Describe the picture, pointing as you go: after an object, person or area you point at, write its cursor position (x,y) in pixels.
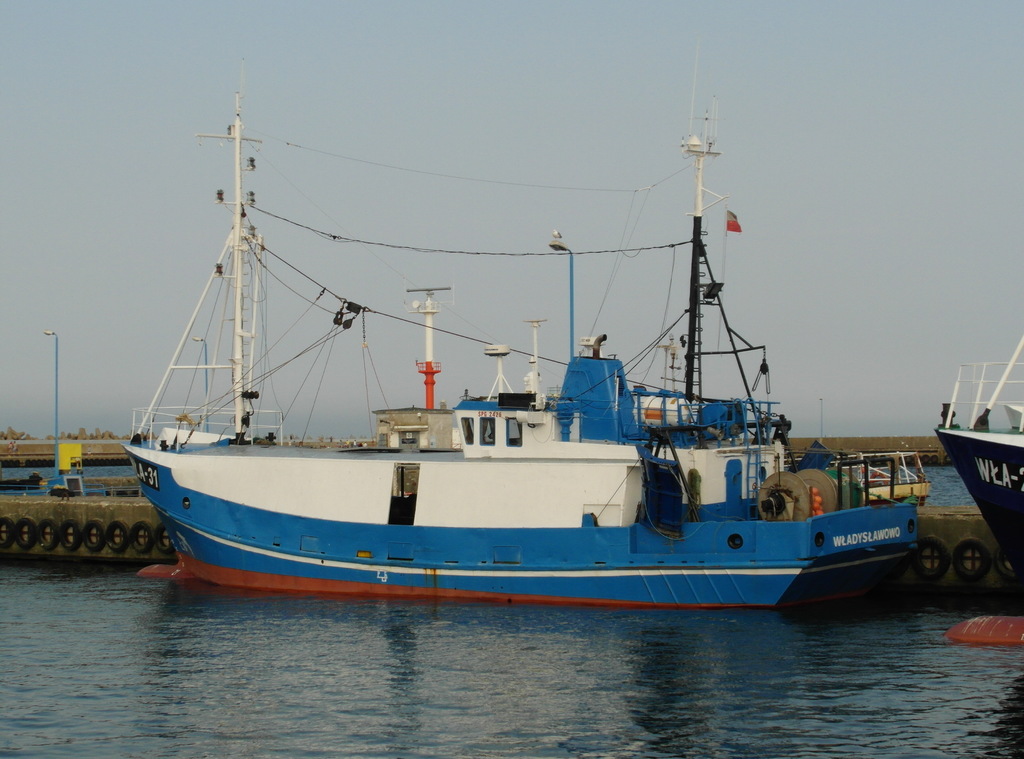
In the picture I can see the ships (661,459) in the water (506,628). It is looking like a light pole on the left side (54,356). There are no clouds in the sky (149,59).
